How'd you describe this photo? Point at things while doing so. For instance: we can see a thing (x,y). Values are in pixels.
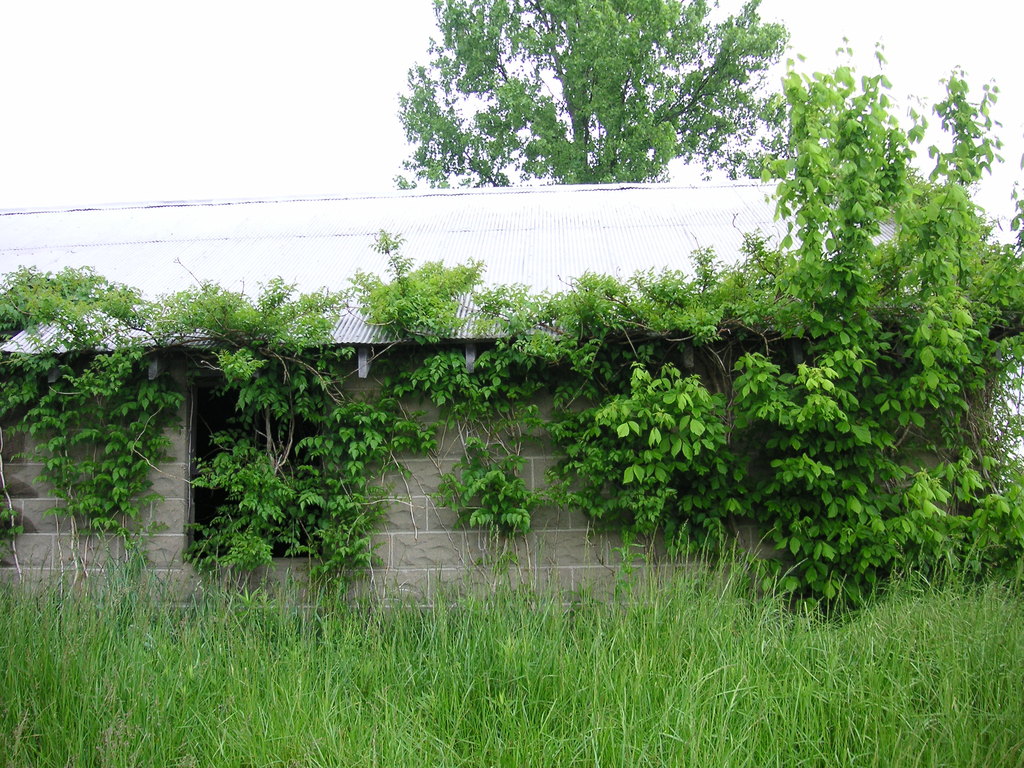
In the picture we can see a grass plants (416,648) and a house (93,556) to the house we can see some plants (20,298) to it and in the background (563,11) we can see a tree (509,34) and a sky (363,111).
